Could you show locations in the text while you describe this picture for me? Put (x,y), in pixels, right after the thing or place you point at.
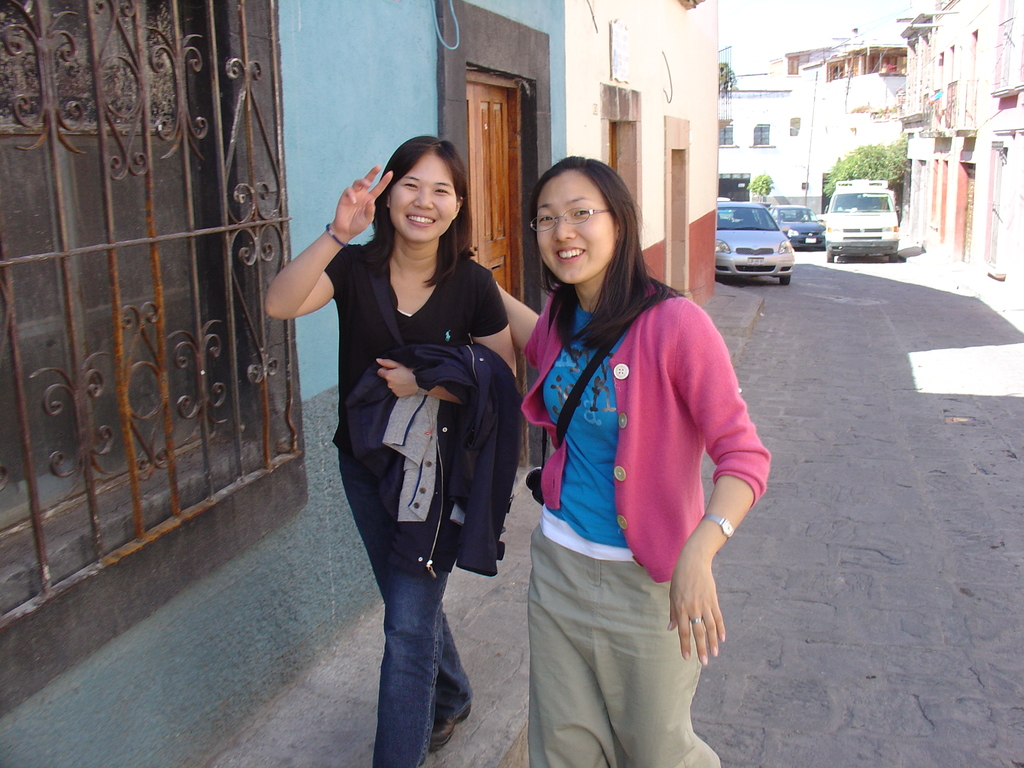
In this image I can see two women (551,430) are smiling among them this woman (531,362) is wearing spectacles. In the background (752,257) I can see vehicles (768,240) on the road (785,323). Here I can see a door (489,205). In the background (882,160) I can see trees (869,161), buildings (688,193) and shadows (814,451) on the ground (805,492).
